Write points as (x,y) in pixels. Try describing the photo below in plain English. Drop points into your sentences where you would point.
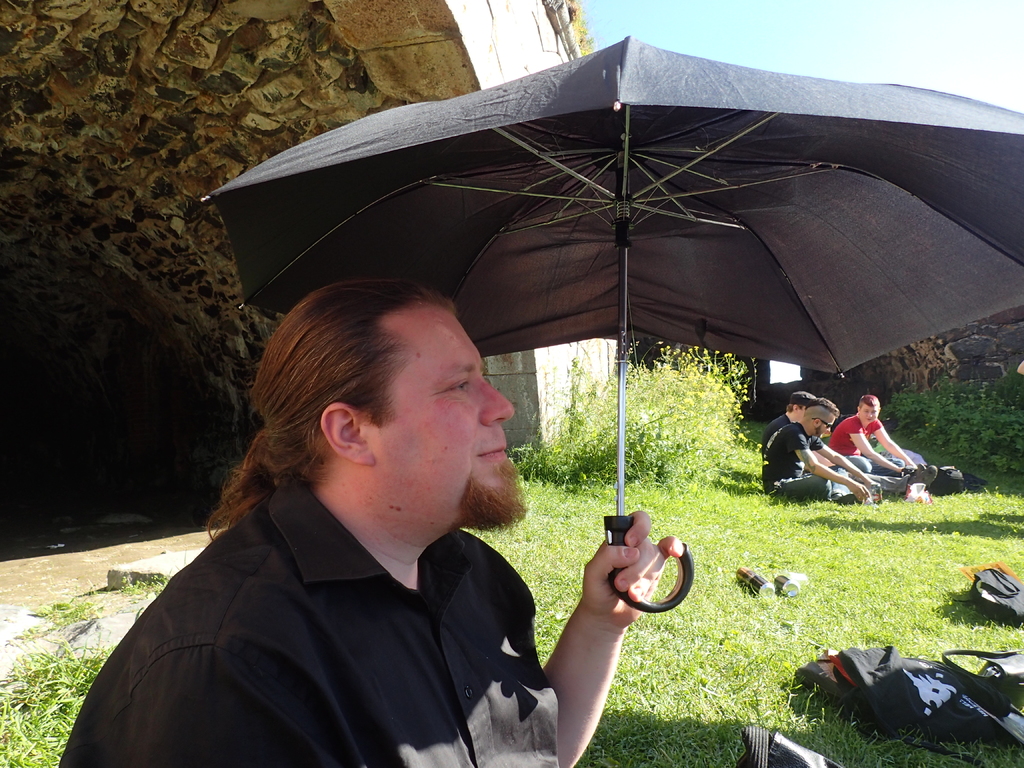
In this picture we can see some people (829,464) sitting here, a man (508,596) in the front (533,615) is holding an umbrella (623,500), at the bottom (711,683) there is grass (696,655), we can see the sky (812,56) at the top of the picture (825,31), we can see this here, there is a bag (909,665) here.
